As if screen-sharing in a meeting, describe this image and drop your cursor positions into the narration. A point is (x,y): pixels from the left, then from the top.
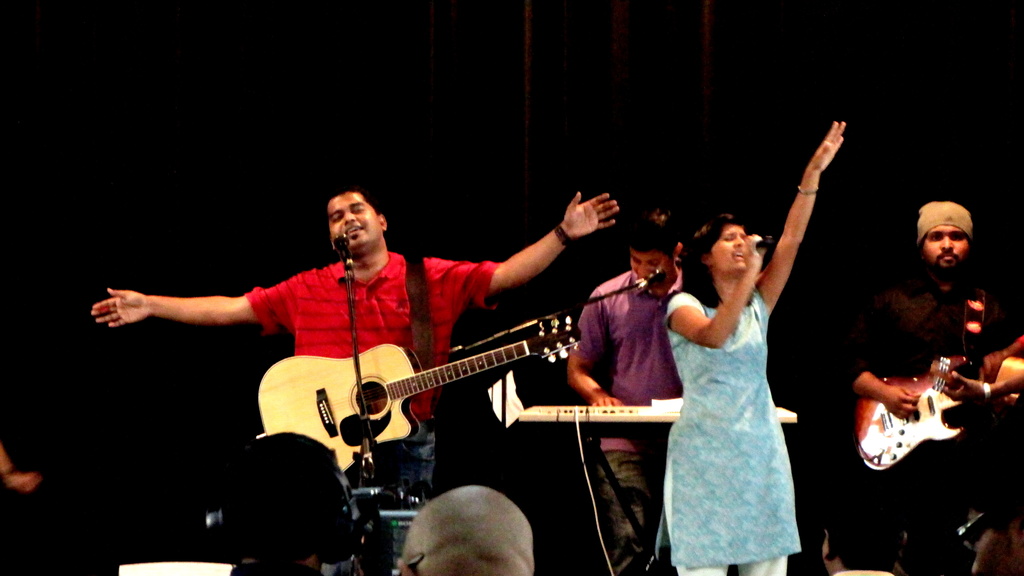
In this picture, we see people (943,455) performing and playing the musical instruments (277,393). with the help of a microphone (764,249).
